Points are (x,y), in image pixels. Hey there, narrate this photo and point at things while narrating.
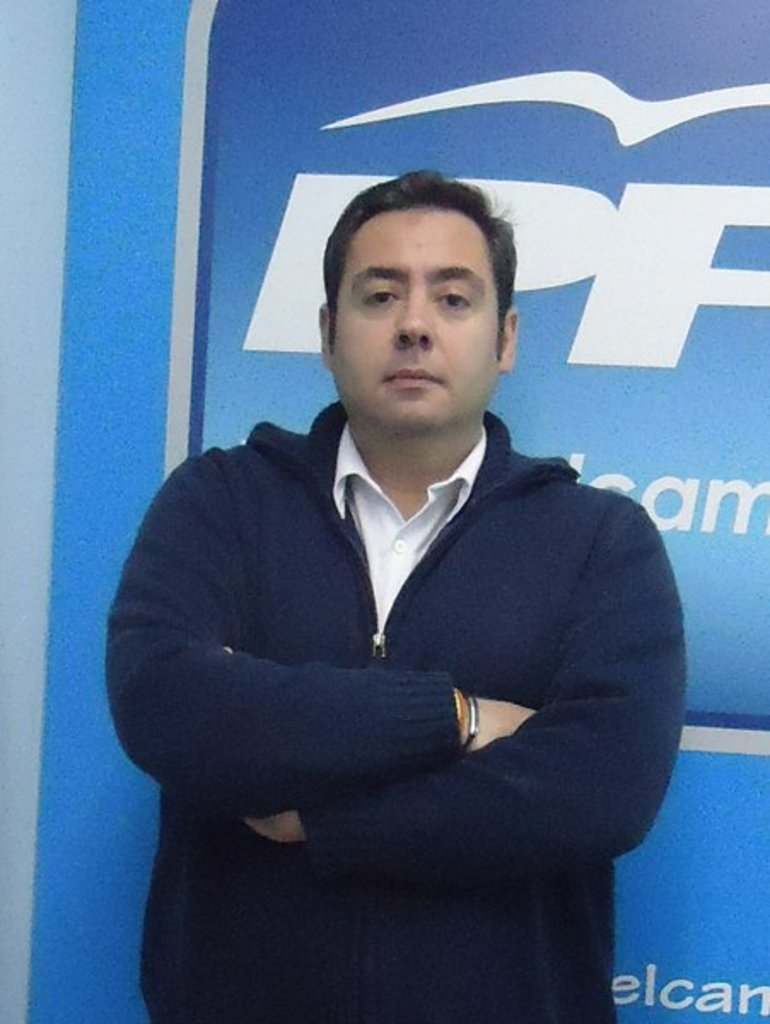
In the image we can see a man (503,586) standing, wearing clothes (371,844) and a bracelet (469,729), this is a poster (610,184).
